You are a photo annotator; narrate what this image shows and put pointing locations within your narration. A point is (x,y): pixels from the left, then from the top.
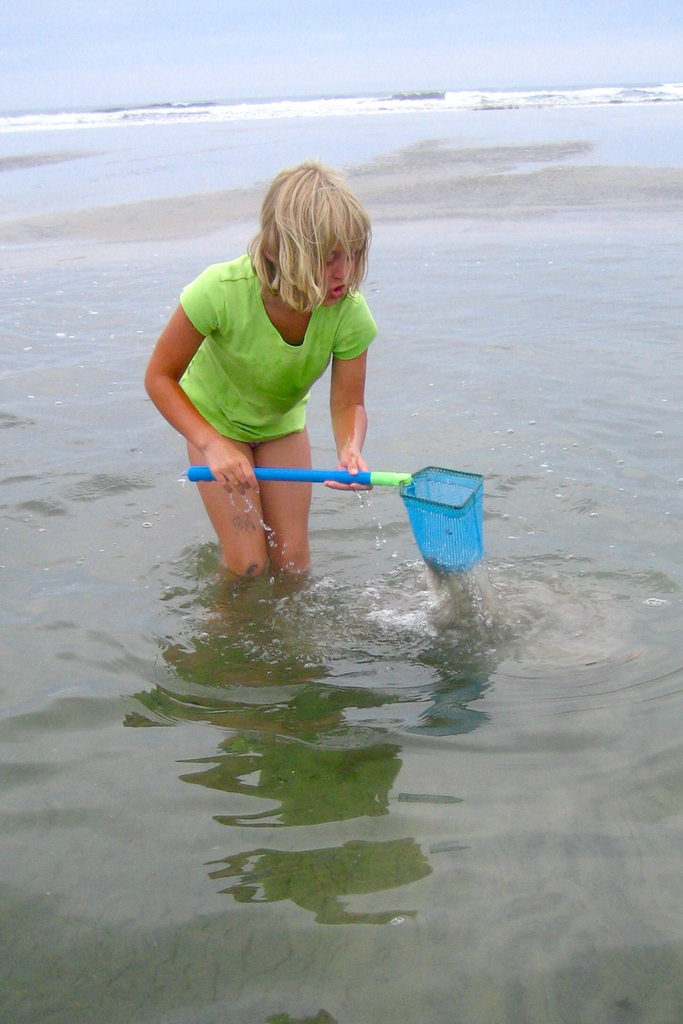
In this image I can see a girl (344,209) holding a stick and standing on water (218,688) and at the top (250,82) I can see the sky (52,57).
